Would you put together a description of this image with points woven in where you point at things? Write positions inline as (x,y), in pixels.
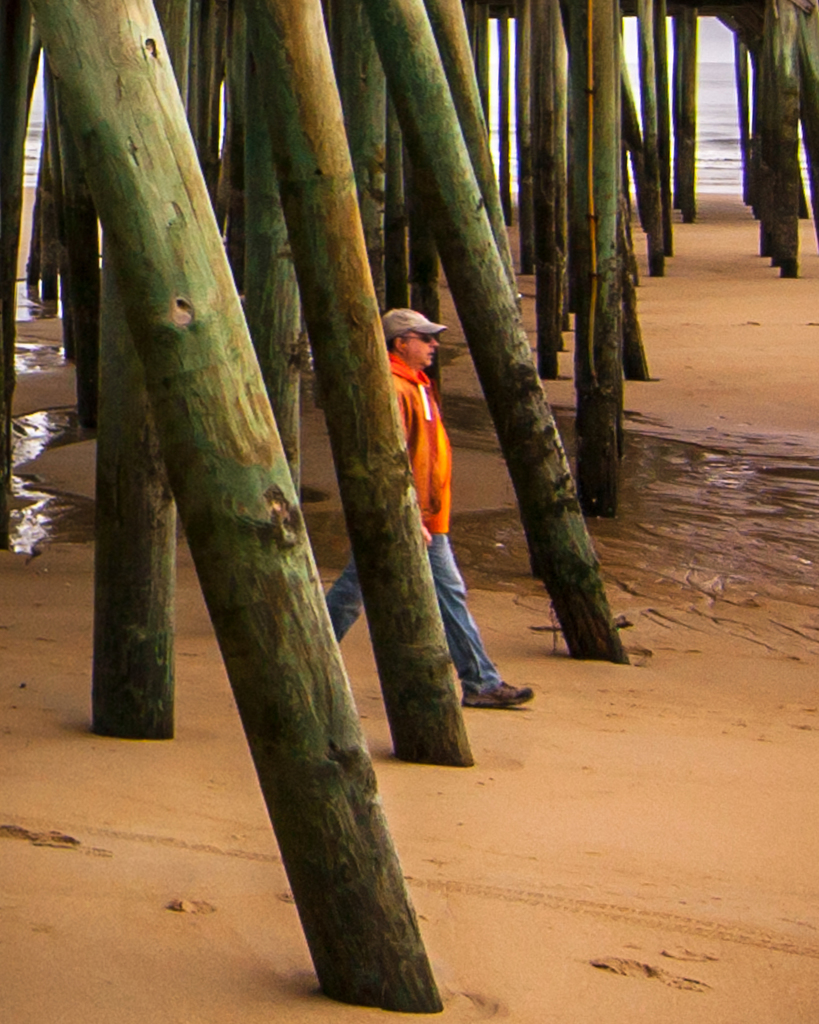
In this image there is a man (405,435) walking on sand (640,702) and there are wooden poles (530,220), in the background (725,143) there is a sea (636,87).
